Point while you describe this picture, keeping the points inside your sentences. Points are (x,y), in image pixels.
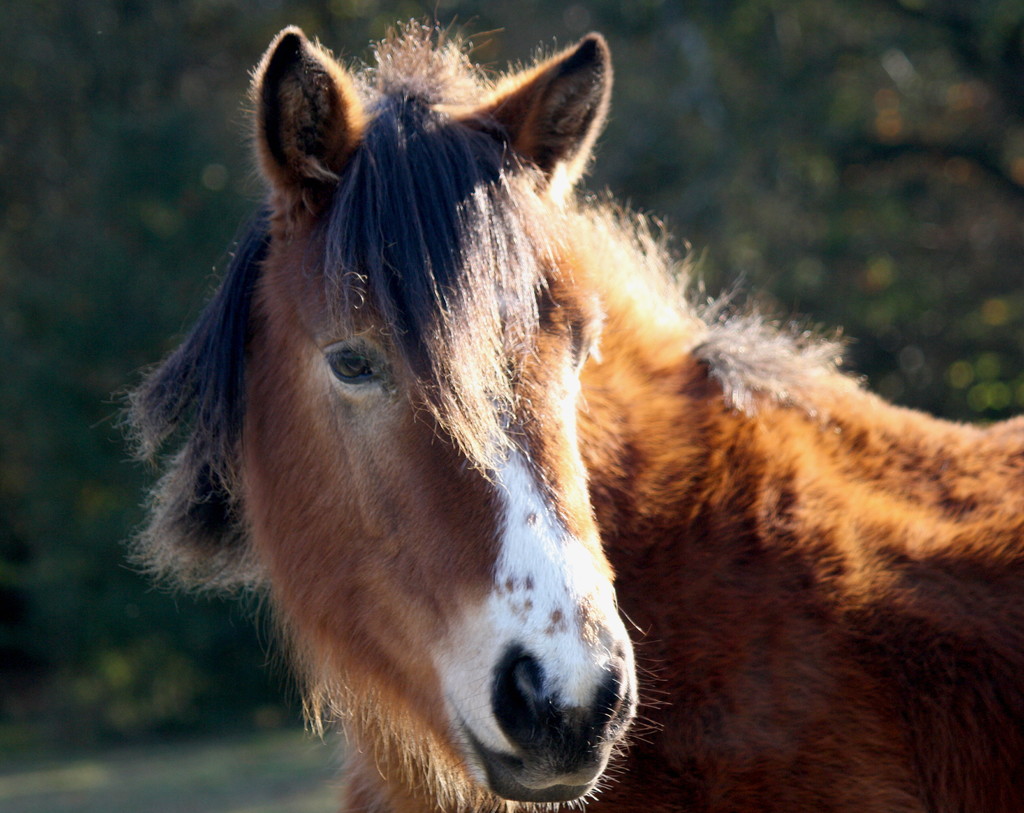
In this image we can see a horse (517,507).
